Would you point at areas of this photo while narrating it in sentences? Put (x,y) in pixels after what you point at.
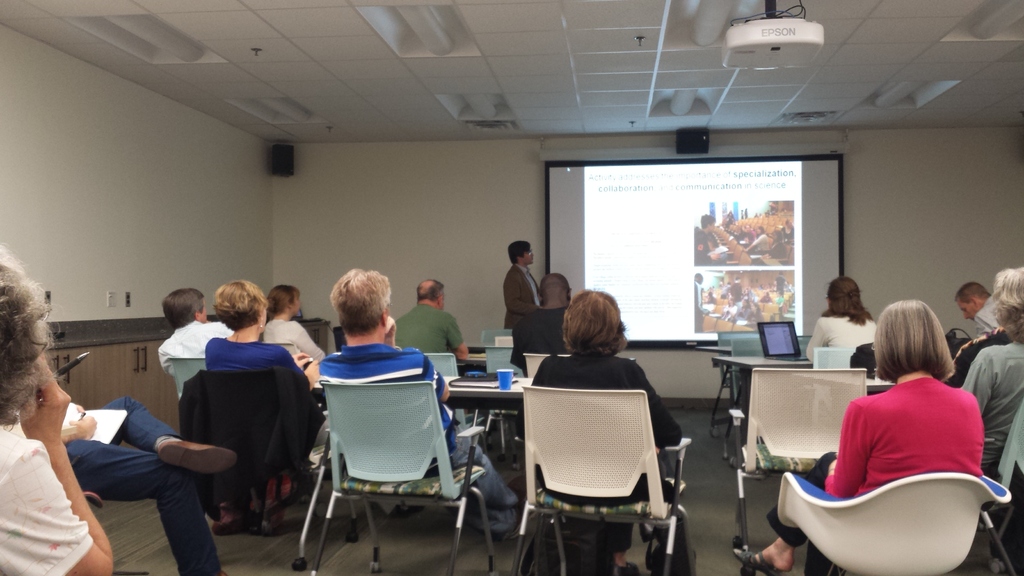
As we can see in the image there is a white color wall (401,210), screen (638,226), projector (781,43), few people (52,557) sitting on chairs (432,453) and there are tables (730,367). On table (776,361) there is a laptop (785,337) and glass (502,383).
